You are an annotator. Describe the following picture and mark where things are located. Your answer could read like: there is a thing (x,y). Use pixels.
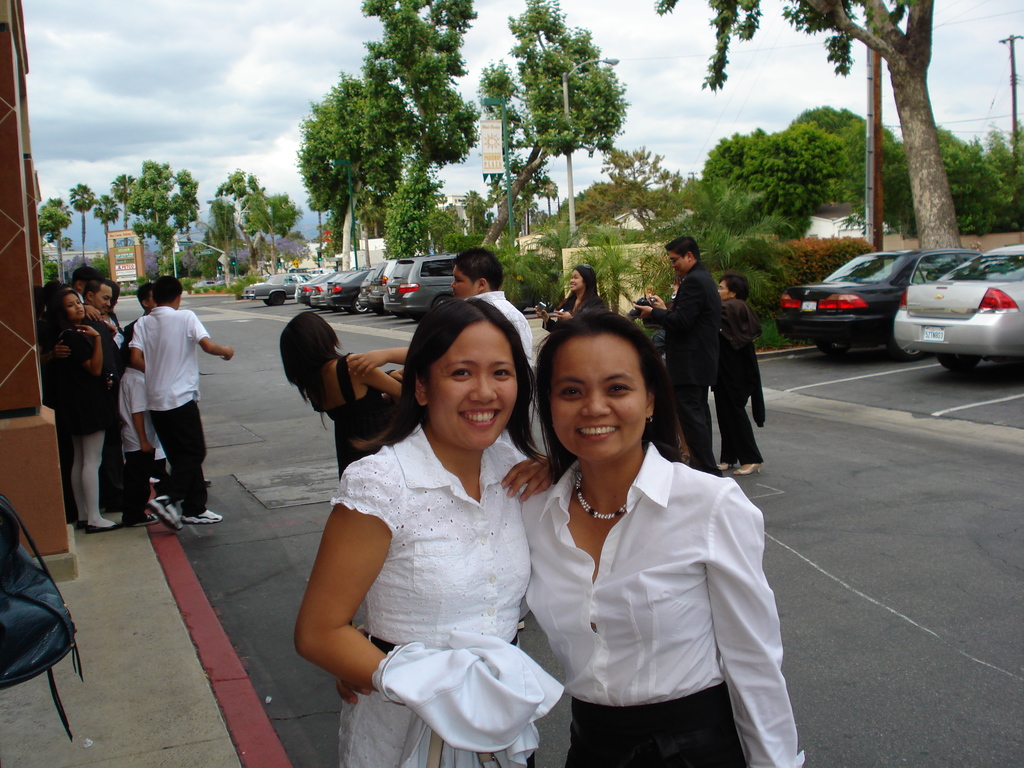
In this image we can see men (96,301) and women (460,589) are standing on the road (288,668) and pavement (208,607). In the background (134,267), we can see cars (975,299), trees (818,183), plants (617,257), boards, poles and wires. At the top of the image (948,118), we can see the sky (164,66) with clouds (138,71). On the left side of the image (28,539), we can see a pillar (17,369) and a bag (52,630).
